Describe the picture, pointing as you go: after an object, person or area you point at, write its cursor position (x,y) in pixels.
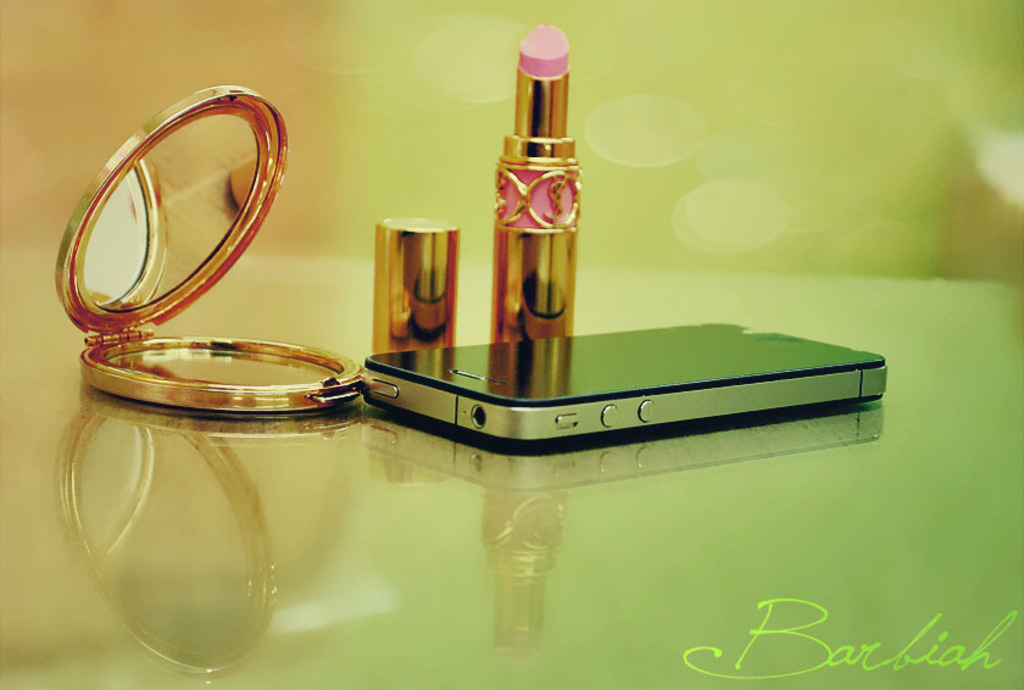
In the picture we can see a mobile phone (614,425), a lipstick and its cap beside it and a small mirror (68,271) are placed on the glass desk (974,566).
